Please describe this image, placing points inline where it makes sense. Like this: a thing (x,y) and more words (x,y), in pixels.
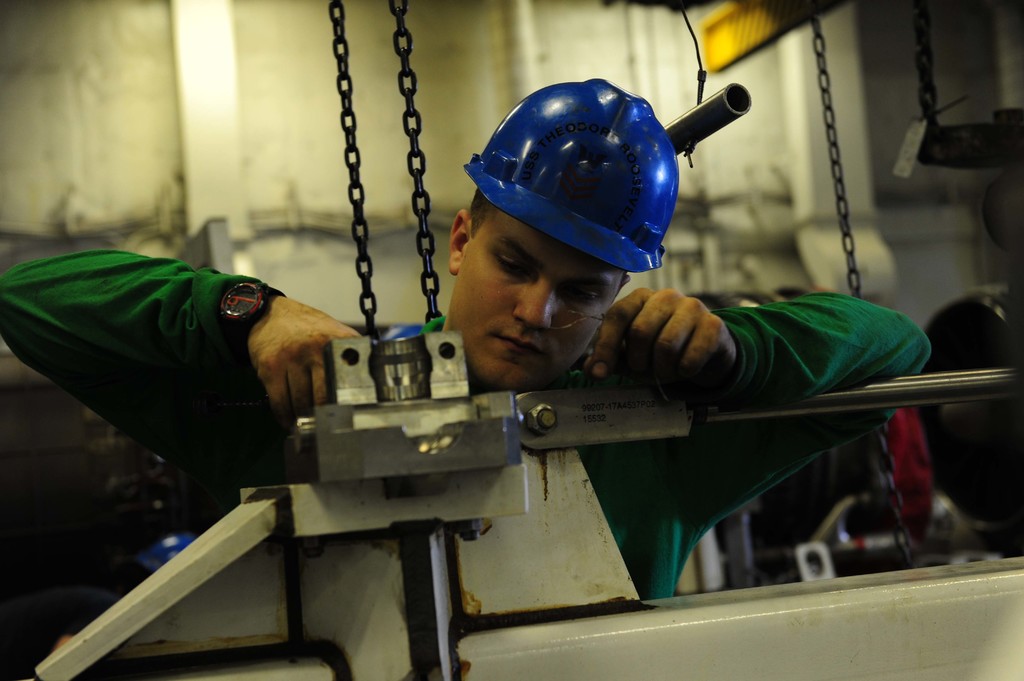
In this image I can see a person (610,378) wearing green colored dress (631,449) and blue colored helmet (588,174), few metal chains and a machine (478,556) in front of him. In the background (229,130) I can see the wall (420,99) and a yellow colored object (763,43).
